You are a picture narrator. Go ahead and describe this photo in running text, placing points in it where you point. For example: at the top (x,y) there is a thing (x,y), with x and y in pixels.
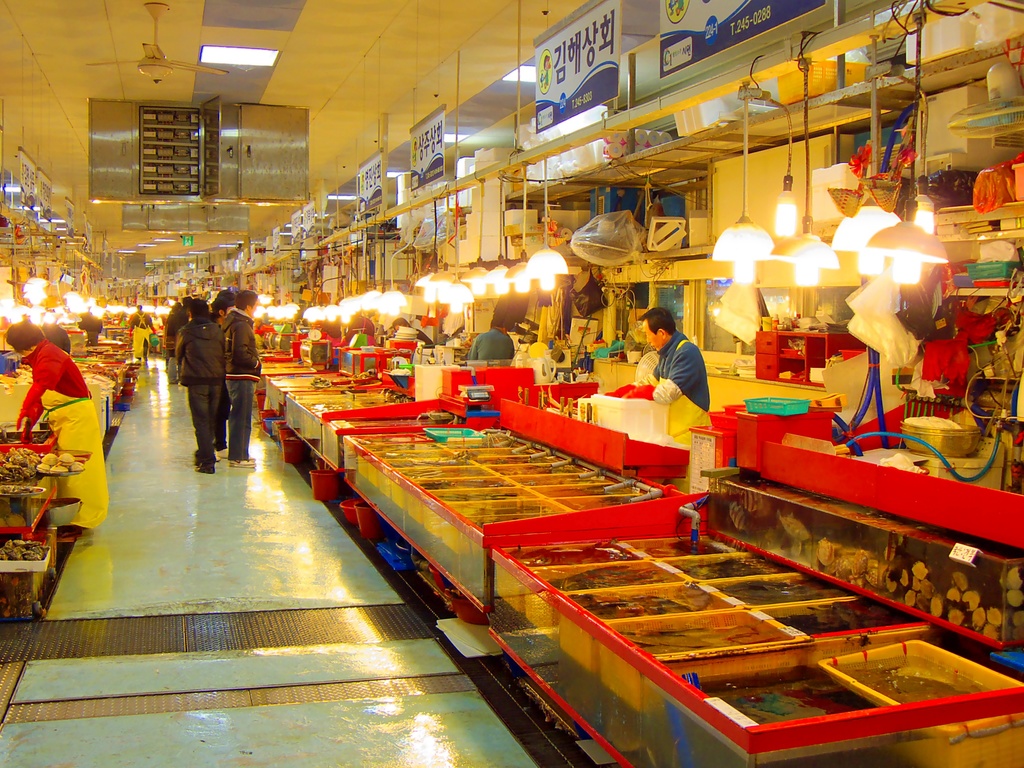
In this image, we can see few people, lights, some objects (1006,274), containers (372,482), things (73,467), banners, rods (915,130), wall (753,175). Top of the image (580,219), there is a ceiling (348,50), lights (255,60), fan (118,60), few boxes (209,214). At the bottom (270,626), there is a walkway (283,633).
